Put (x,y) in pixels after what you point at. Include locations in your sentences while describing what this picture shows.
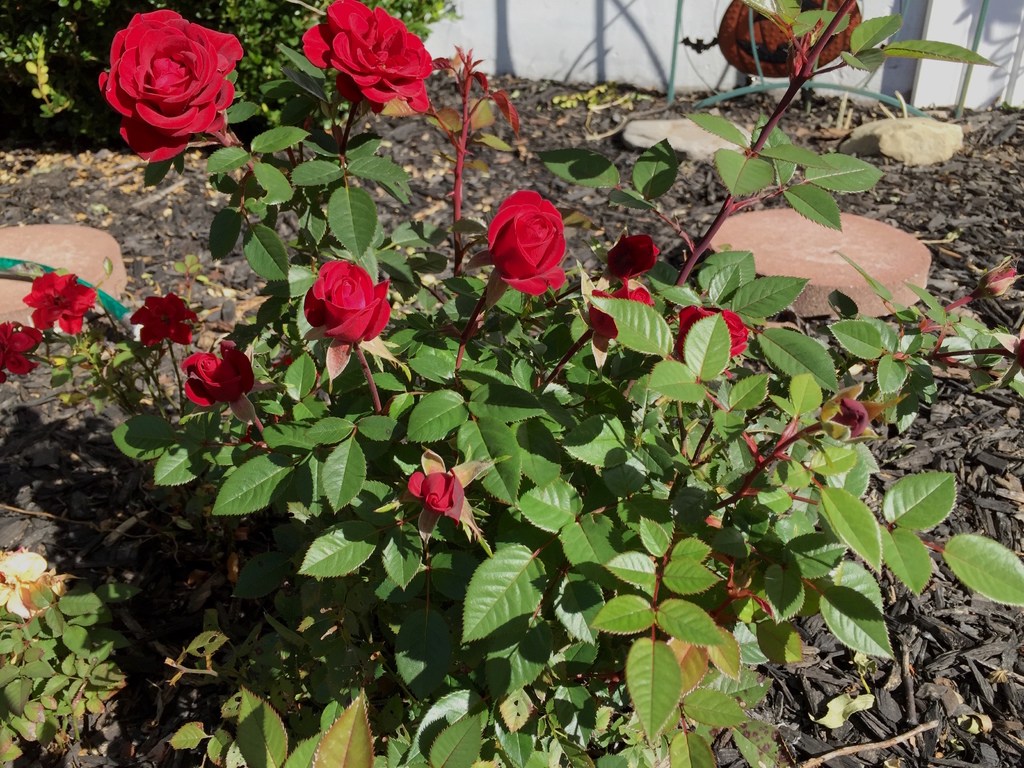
In this image we can see plants (385,330) with flowers (322,293) and shredded leaves (884,583) on the ground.
